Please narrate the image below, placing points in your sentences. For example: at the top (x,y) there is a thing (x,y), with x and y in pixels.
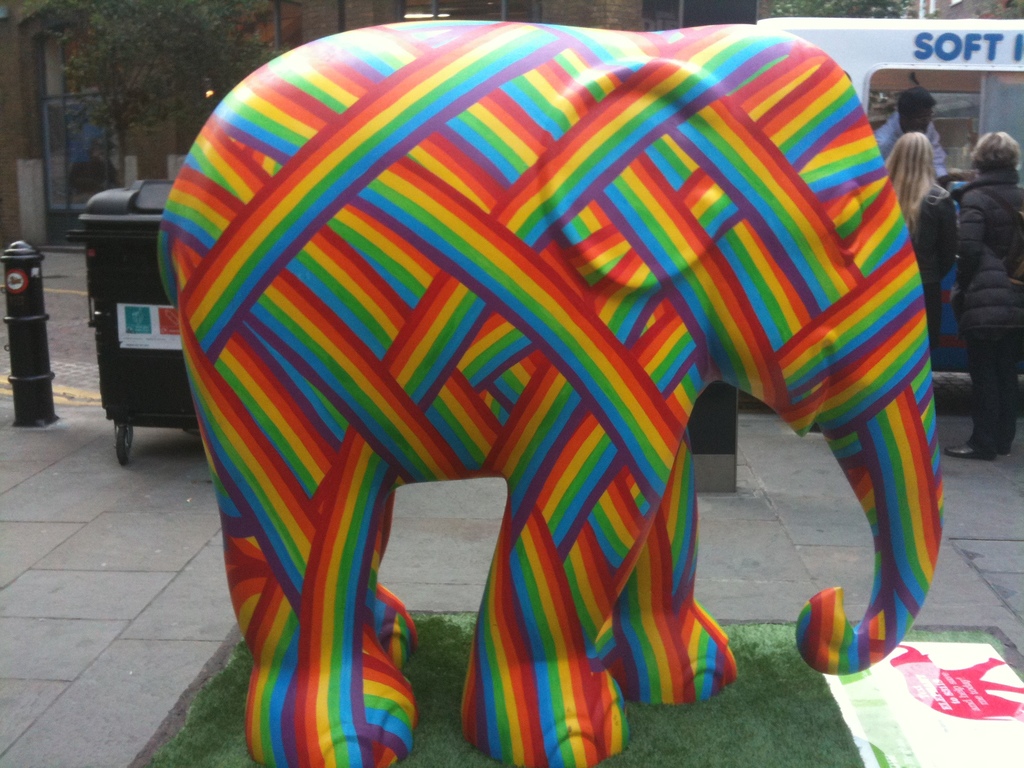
In this picture there is a statue (551,272) of an elephant (553,271) which is in different colors and there are few people (973,207) in the right corner (979,168) and there is a dustbin (116,265), tree (223,34) and a building (340,5) in the background (385,15).
